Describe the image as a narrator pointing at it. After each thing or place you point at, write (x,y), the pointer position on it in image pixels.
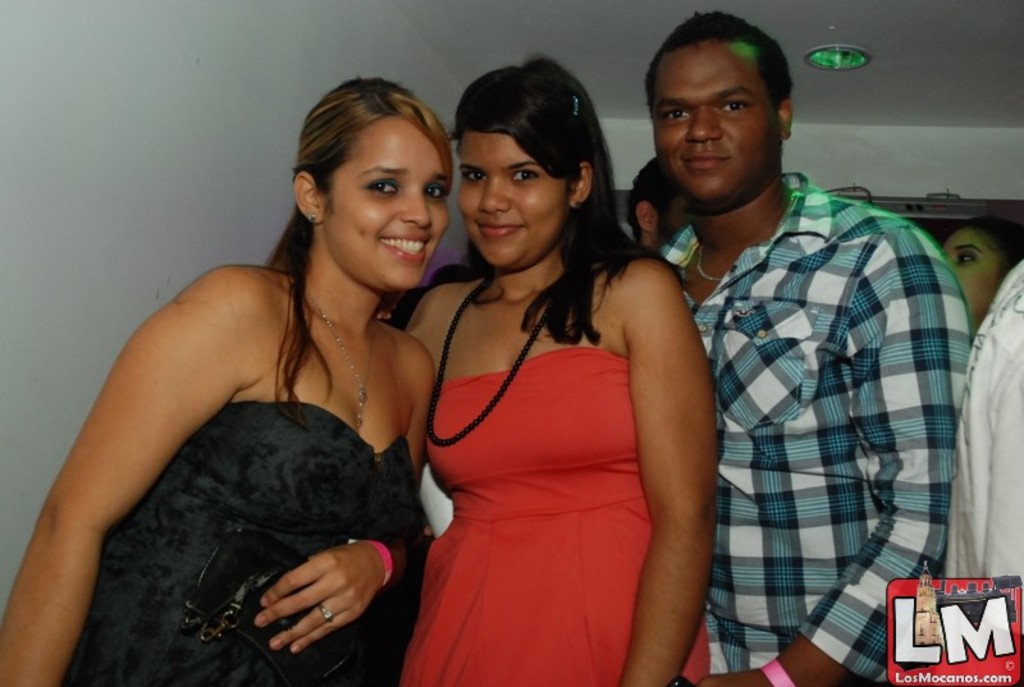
In this picture we can see some people (590,351) are standing, three persons (834,343) in the front (339,434) are smiling, at the right bottom (1001,590) we can see a logo (1007,628) and some text (1006,682), we can see a light (849,63) and a wall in the background (877,173).
